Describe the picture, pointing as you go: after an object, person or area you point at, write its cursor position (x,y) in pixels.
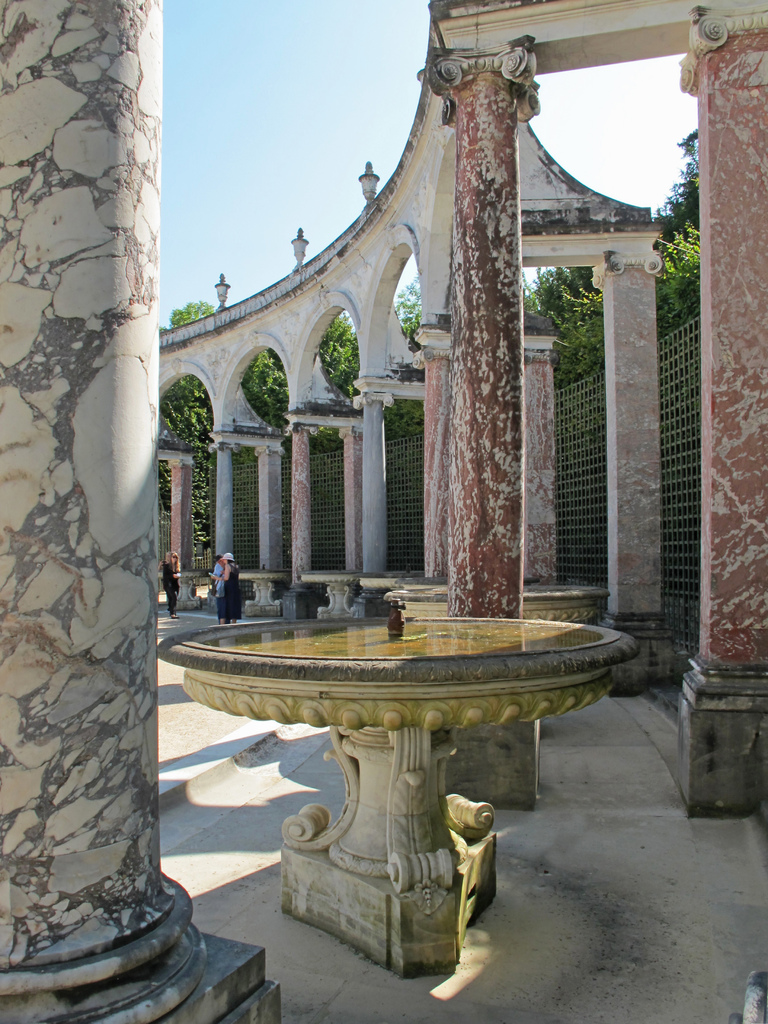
This image consists of many pillars (104,465) and walls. In the front (370,796), there is a fountain (402,881) on the floor (576,893). In the background (586,310), there are many trees (273,368). At the top (260,86), there is a sky (298,132).
